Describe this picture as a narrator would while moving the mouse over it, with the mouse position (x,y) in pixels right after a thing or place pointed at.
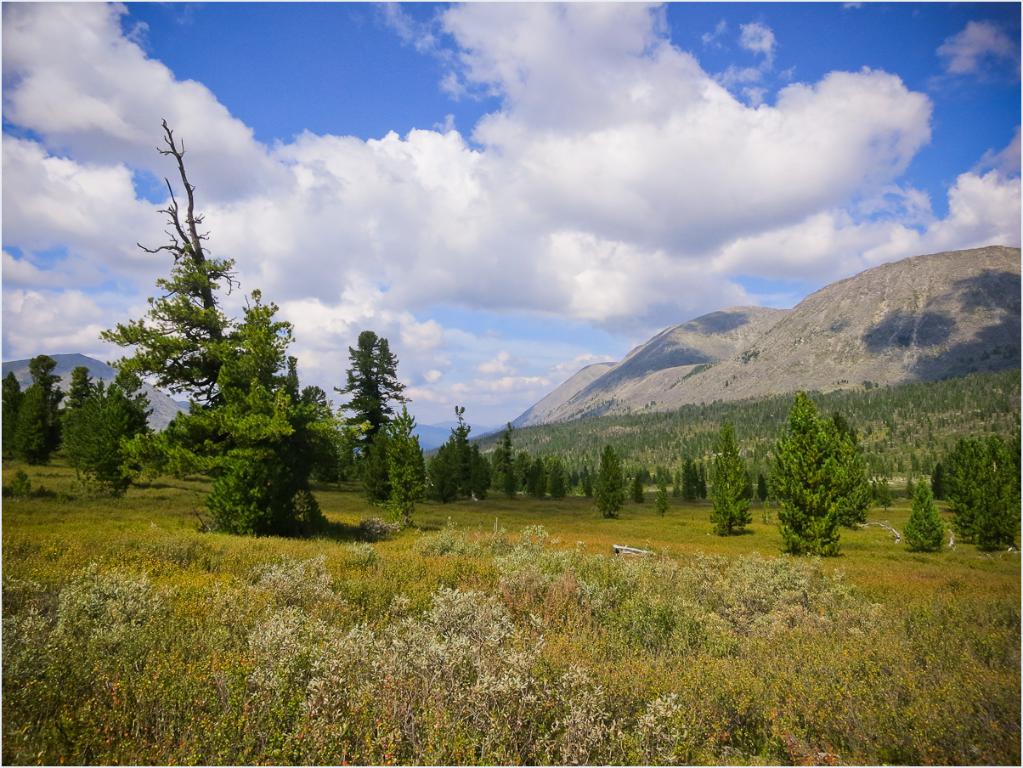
In this image we can see the grass (957,542), plants (621,637), trees (440,469), hills (959,331), at the top (334,250) we can see the sky (509,283).
